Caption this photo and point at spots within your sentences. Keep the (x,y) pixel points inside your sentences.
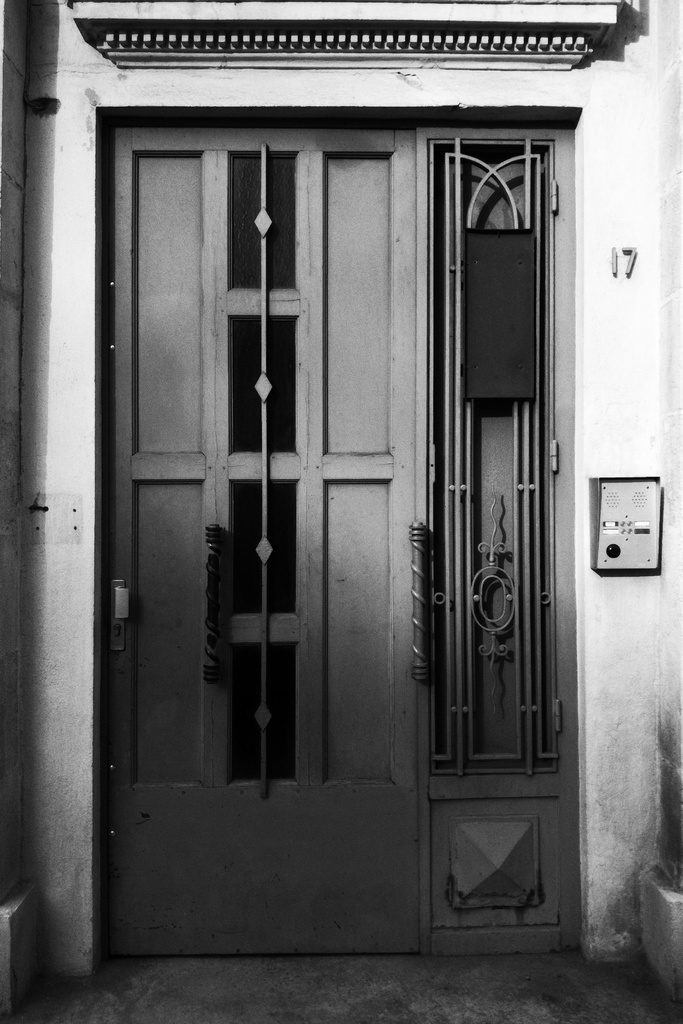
In this image we can see door (361,537), window (454,531) and switch board (604,528) on the wall (585,541).
